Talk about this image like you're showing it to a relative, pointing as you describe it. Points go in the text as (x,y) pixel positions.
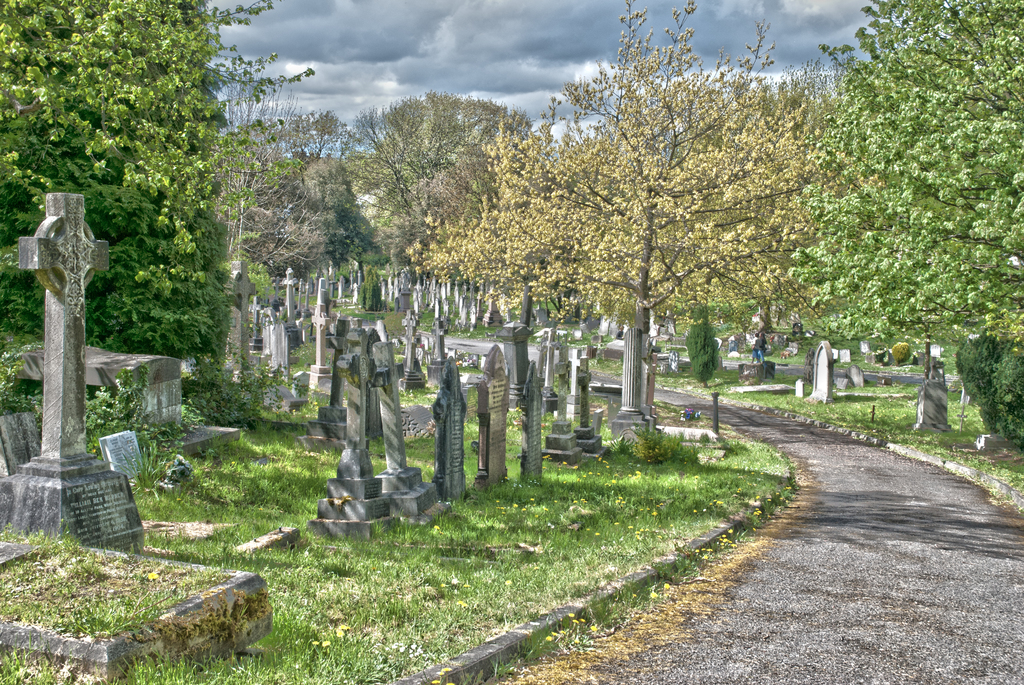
In this image we can see trees (163,223), memorial stones (933,428), grass (841,416), plants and cloudy sky (808,18).
